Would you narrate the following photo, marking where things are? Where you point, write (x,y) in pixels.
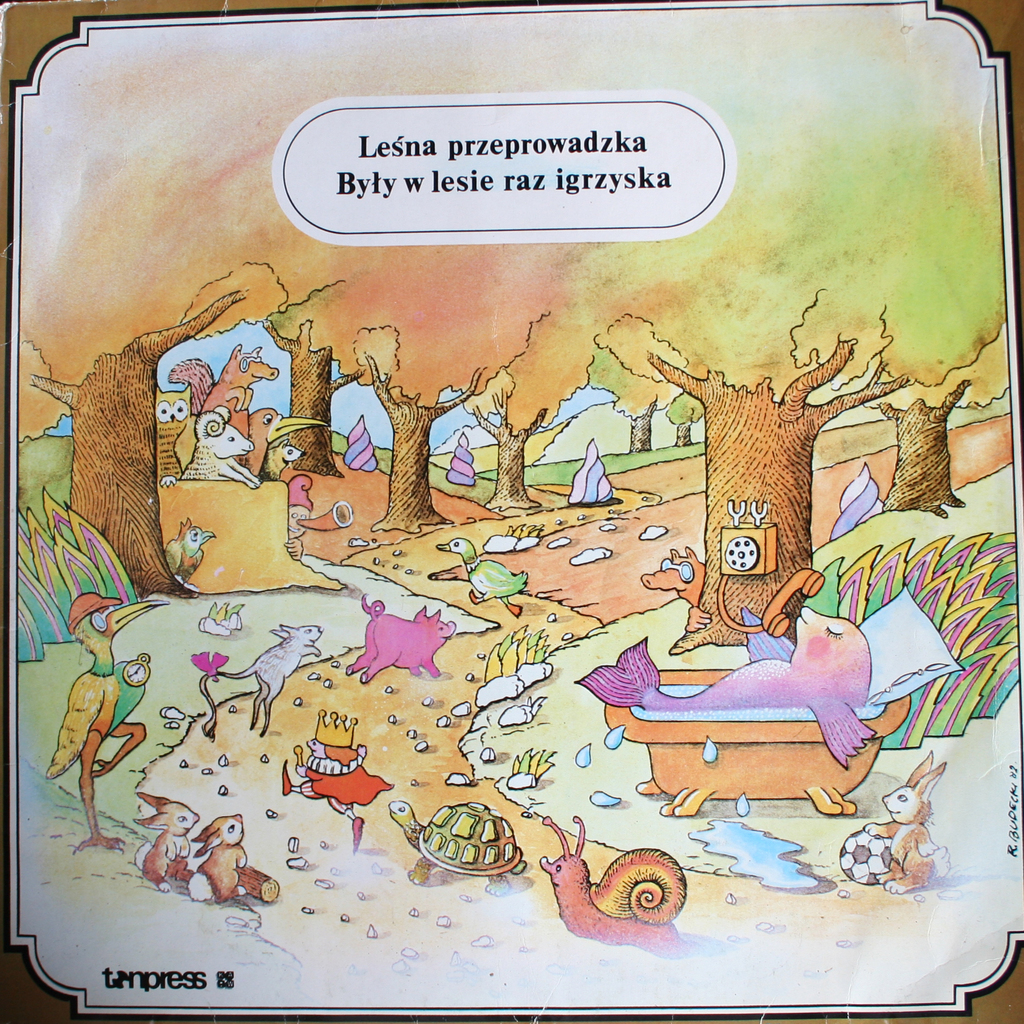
In this image I can see a poster (742,889) which has picture of animals (671,896) and trees (510,295) at the back (801,221). There is some matter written at the top (651,168).
